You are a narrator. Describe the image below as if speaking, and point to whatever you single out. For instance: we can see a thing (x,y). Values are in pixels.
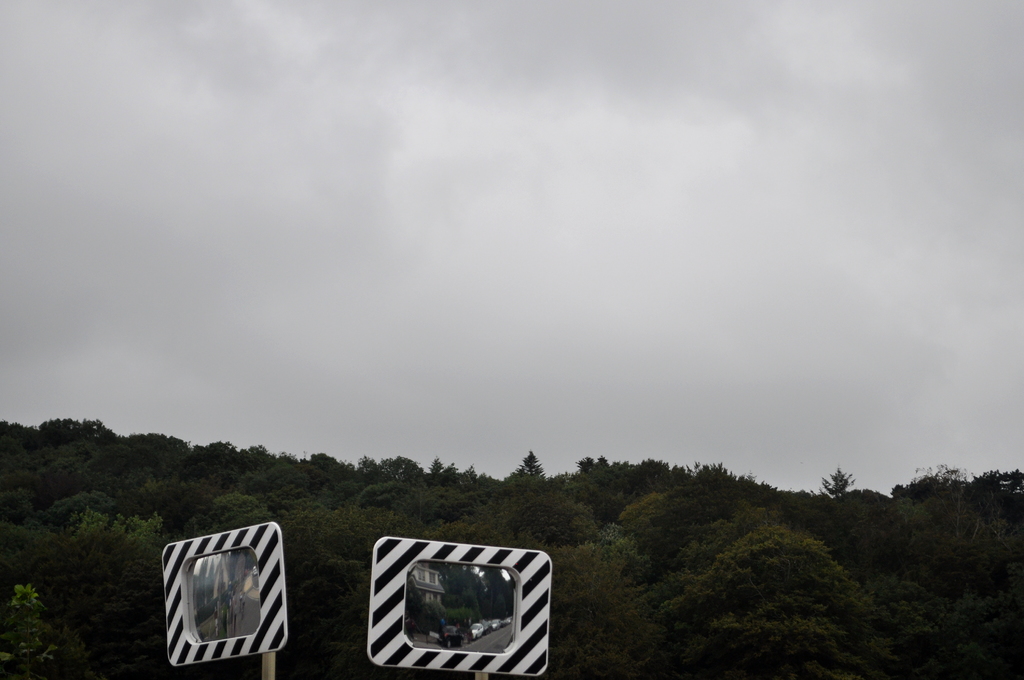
In the center of the image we can see the poles (273,662) and boards (238,649). In the boards (544,606), we can see mirrors (459,581). In the mirrors (416,594), we can see one building (428,589), trees (465,592) and a few vehicles (456,639). In the background (44,364) we can see the sky (401,226), clouds (436,243) and trees (291,492).
